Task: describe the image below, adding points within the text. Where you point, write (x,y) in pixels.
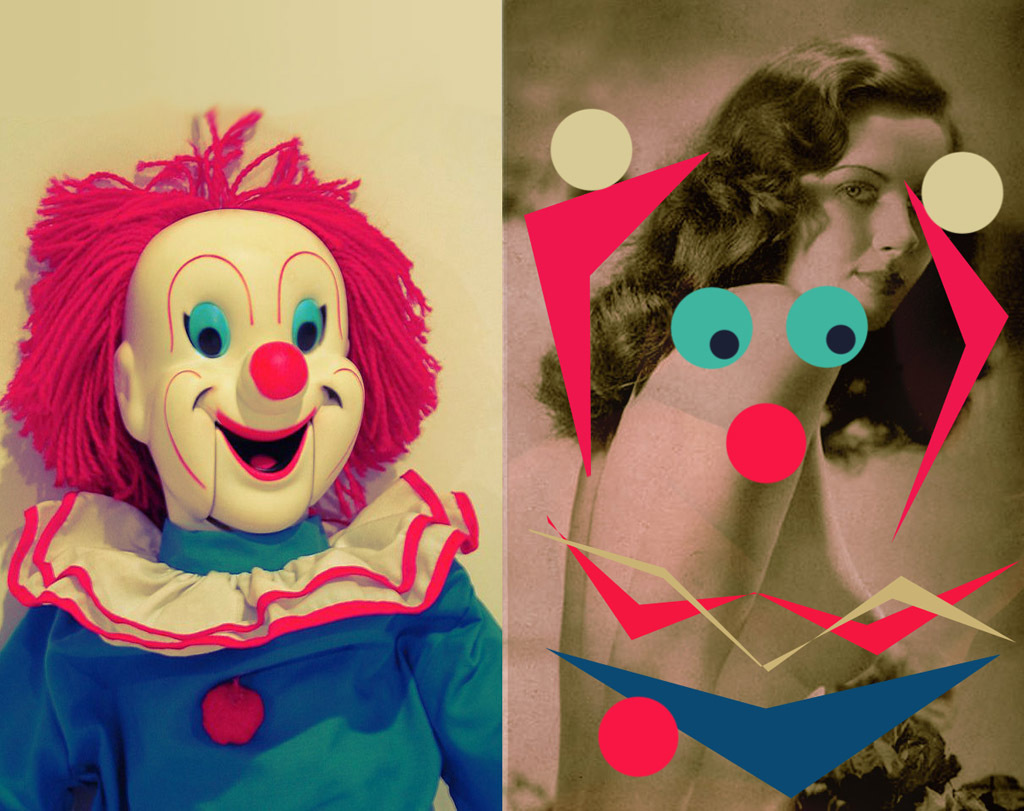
This is a collage picture, on the left side of the image (277,407) we can see a toy (173,283) and the right side of the image (795,473) we can see a woman (779,266) and graffiti (712,307).
